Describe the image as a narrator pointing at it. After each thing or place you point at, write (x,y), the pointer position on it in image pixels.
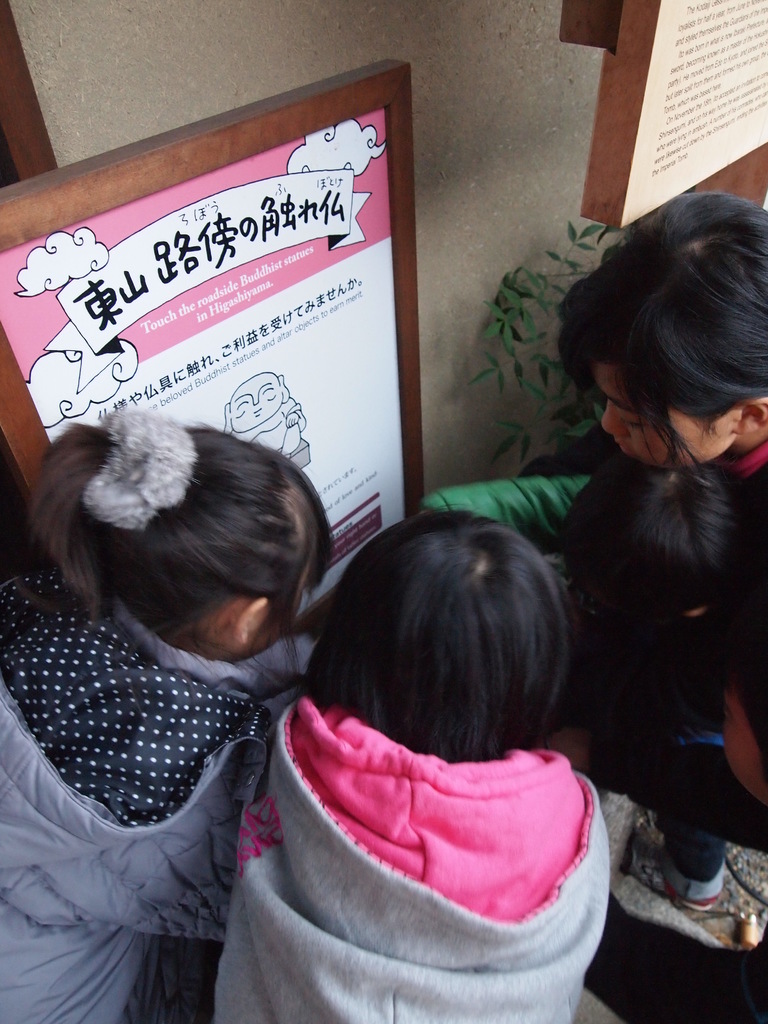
In this image there are some persons (443,757) in the bottom of this image (485,687). There is a wall (491,402) in the background (465,233). There is a wooden board (248,393) is attached to this wall (175,117). There are some leaves (534,294) of a plant (530,371) on the right side of this image (520,313).
